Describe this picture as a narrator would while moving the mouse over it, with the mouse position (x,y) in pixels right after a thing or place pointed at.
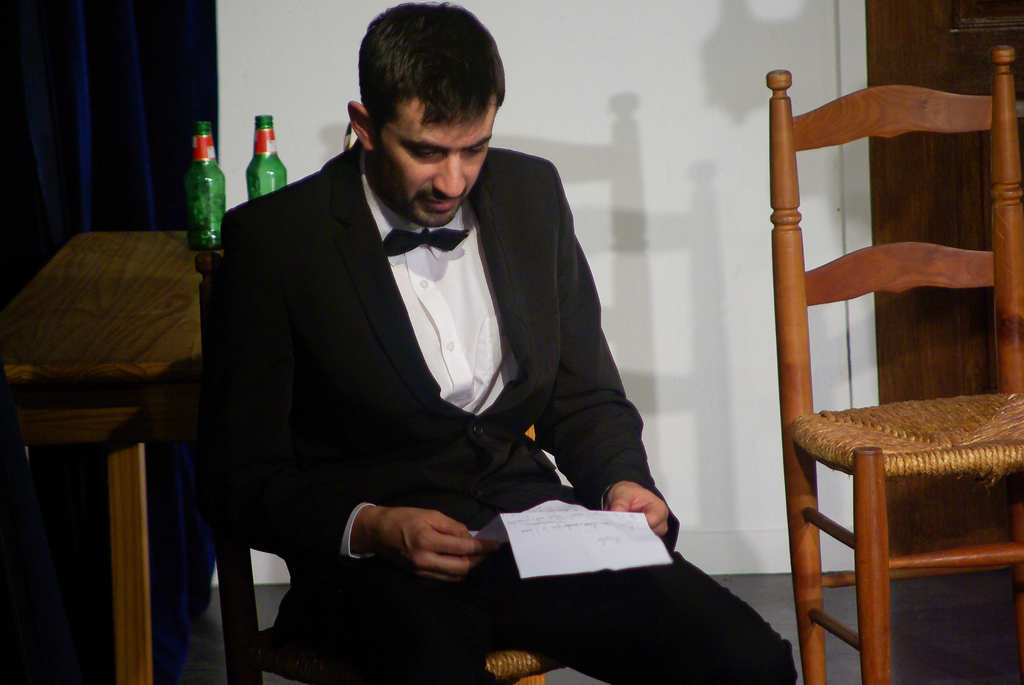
A person (372,193) in black suit (354,603) is sitting on a chair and holds paper (506,523). On this table (174,384) there are bottles (210,181). Curtain (144,126) is in blue color. Beside this person (499,391) there is an another chair (856,409).
